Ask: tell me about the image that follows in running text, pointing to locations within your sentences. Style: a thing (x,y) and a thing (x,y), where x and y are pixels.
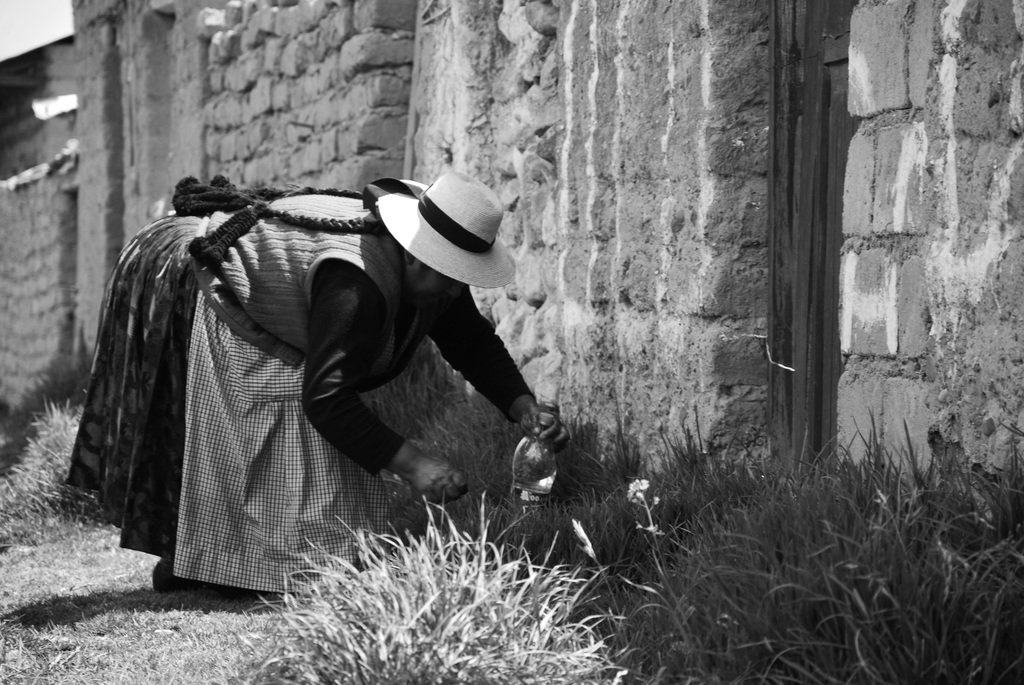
It is a black and white image, there is a woman (432,486) doing some work with the object (530,476) she is holding and in front of her there is a lot of grass (449,589), behind the grass (350,641) there is a wall (688,225).
